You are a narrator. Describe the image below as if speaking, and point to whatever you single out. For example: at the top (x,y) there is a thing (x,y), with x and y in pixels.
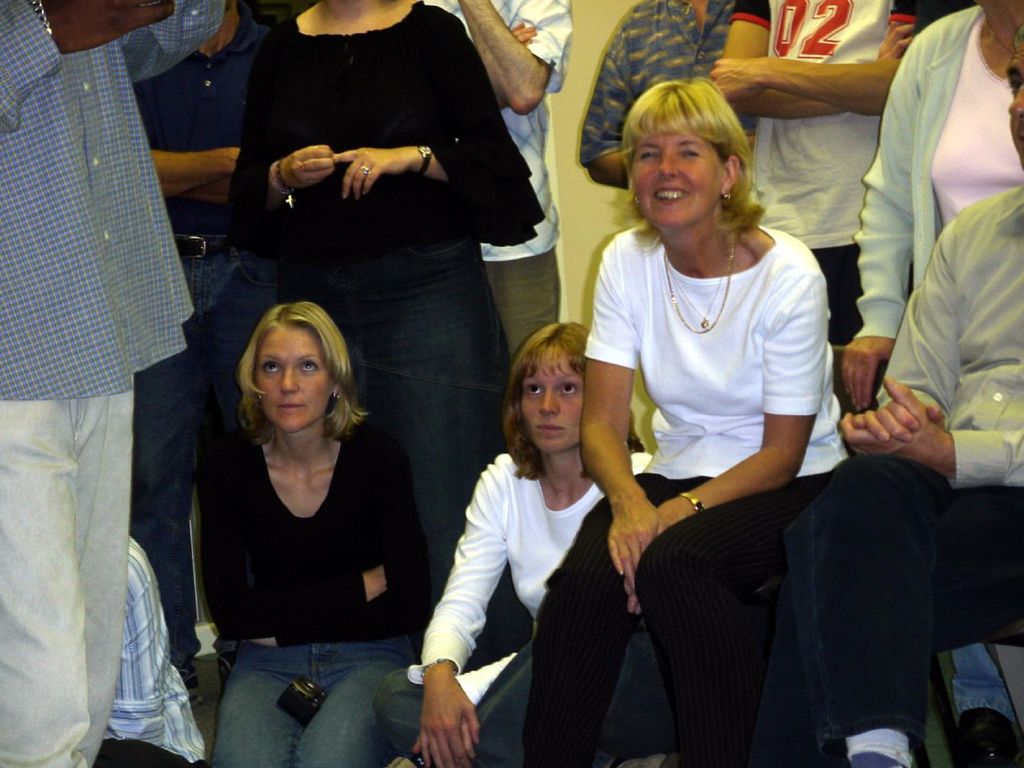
In the image there are a group of people (651,279), some of them are standing and some of them are sitting.
